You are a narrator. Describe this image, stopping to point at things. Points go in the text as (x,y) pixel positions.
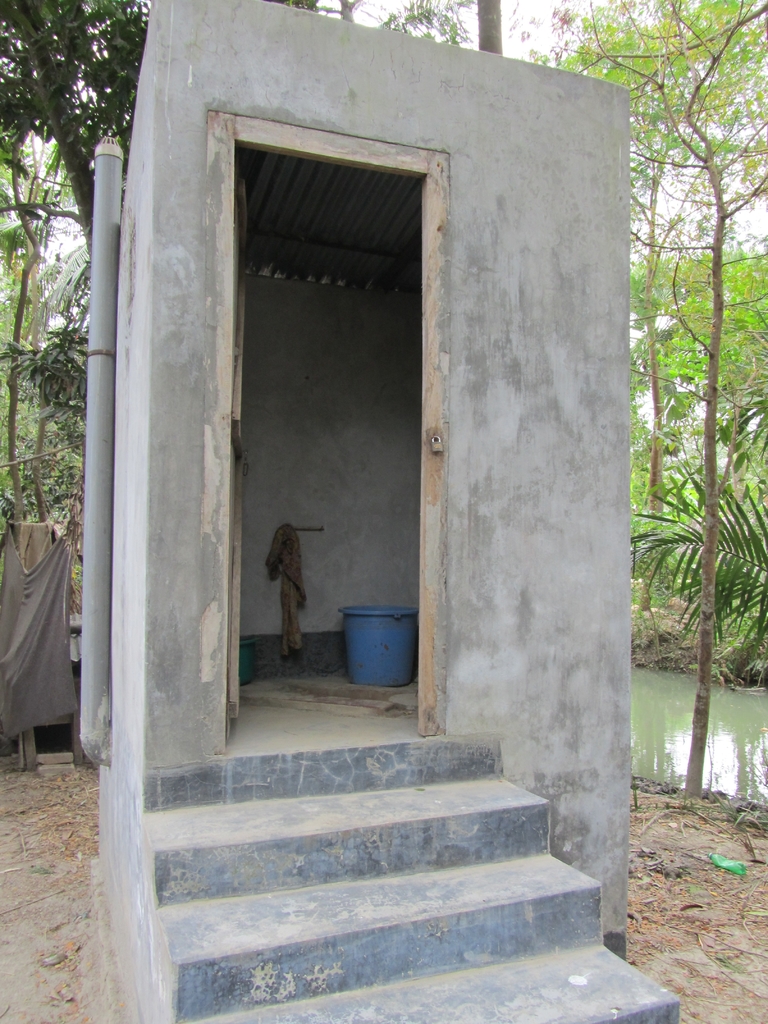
In this image there is a bathroom (345,621), there is a bucket (396,616), there is a wall (305,621), there are stairs (329,852) truncated towards the bottom of the image (409,1010), there is a pipe (98,429), there is a cloth (69,579) truncated towards the left of the image (41,680), there are trees (50,267) truncated towards the left of the image (50,311), there are trees (57,149) truncated towards the top of the image (55,95), there is water (726,729) truncated towards the right of the image (743,741), there are trees (724,271) truncated towards the right of the image (718,349).
